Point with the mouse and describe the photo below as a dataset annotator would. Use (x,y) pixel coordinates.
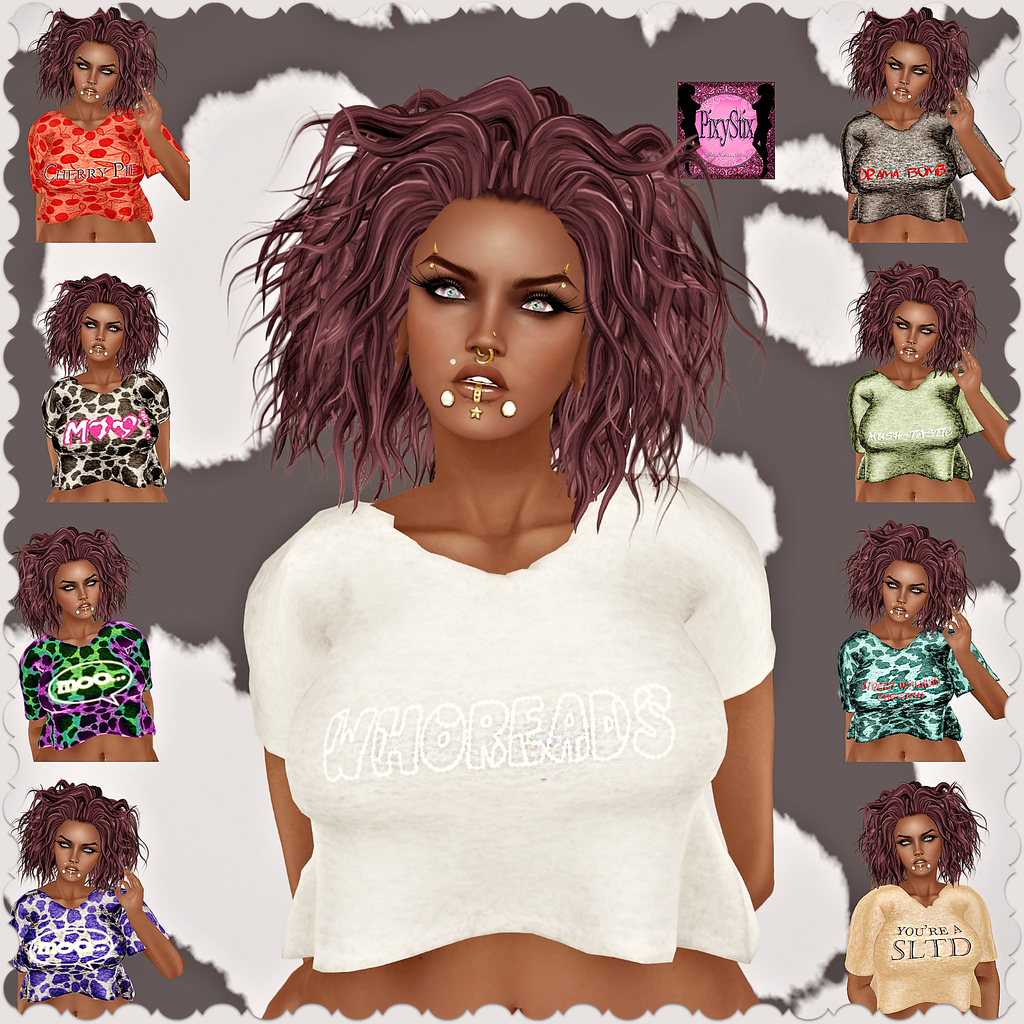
In this picture we can see a photo frame (199,836), on this frame (234,834) we can see a group of cartoon images (394,766) of girls (880,369).
